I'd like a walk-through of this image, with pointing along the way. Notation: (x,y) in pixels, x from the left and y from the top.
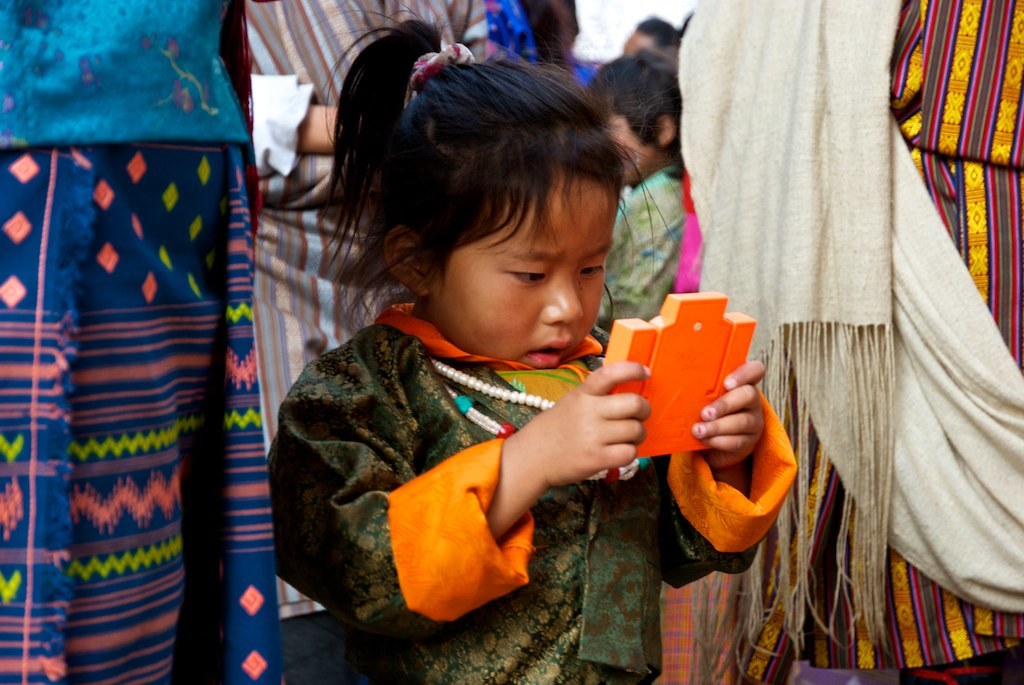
In the center of the image (548,373) we can see a girl (614,550) standing and holding an object (670,379). In the background (921,354) there are people (846,210).
